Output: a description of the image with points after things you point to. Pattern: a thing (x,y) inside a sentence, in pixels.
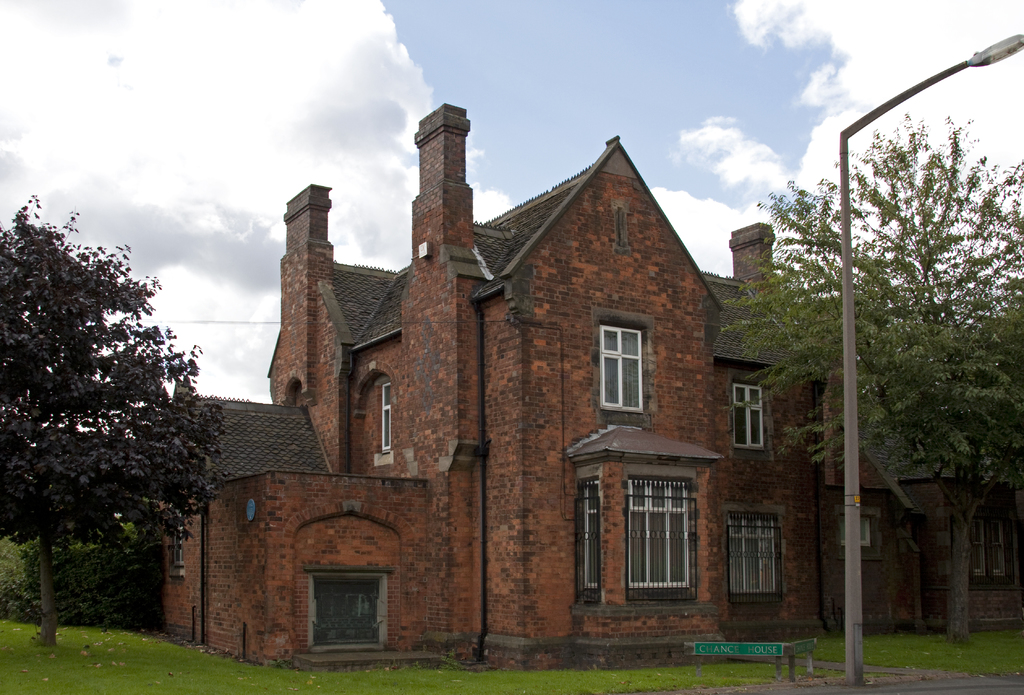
In this image there are buildings (608,511). Right side there is a street light (860,665) on the path (915,669). Beside there is a board (777,651) attached to the poles (809,664). Background (958,406) there are trees (145,530) and plants (143,561) on the grassland (138,647). Top of the image (369,154) there is sky (321,110) with some clouds (813,185).
